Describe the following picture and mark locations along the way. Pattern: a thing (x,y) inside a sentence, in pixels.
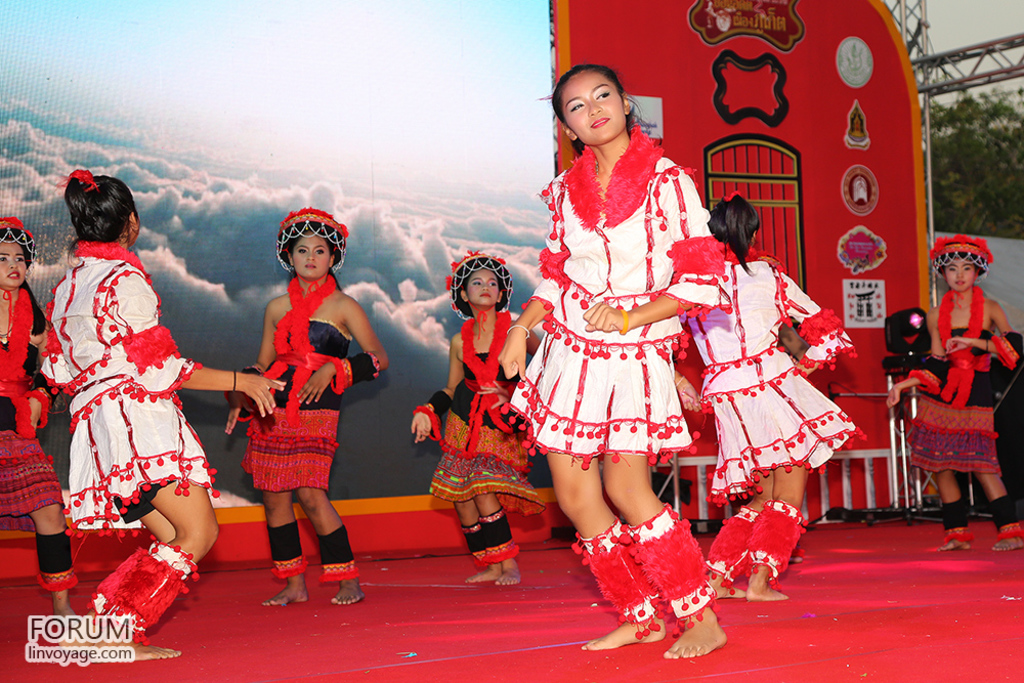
There are persons (499,421) in different color dresses (730,337) smiling and dancing on a stage (720,611) which is covered with red color carpet (387,682). In the background (963,354), there are other persons (980,307), there is a screen (501,175), there is a roof (970,50), there are trees (1000,131) and there is sky (956,42).
